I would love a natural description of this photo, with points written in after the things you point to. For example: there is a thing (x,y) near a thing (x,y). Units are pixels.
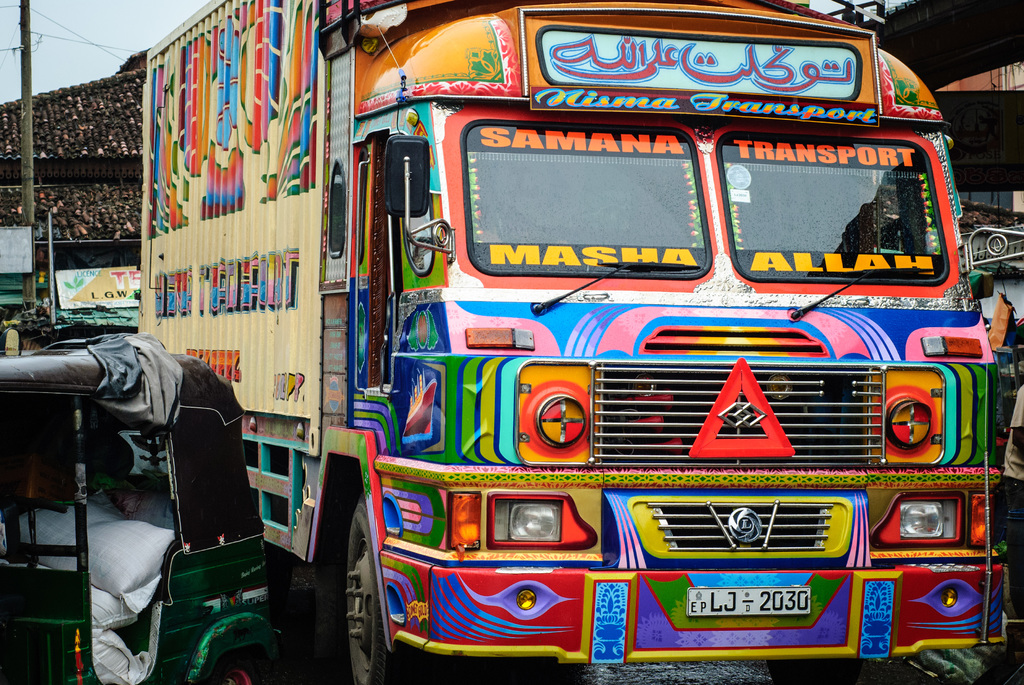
Here we can see vehicles (782,395). In the background (177,15) we can see boards (131,295), pole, roof (86,231), and sky (124,44).
